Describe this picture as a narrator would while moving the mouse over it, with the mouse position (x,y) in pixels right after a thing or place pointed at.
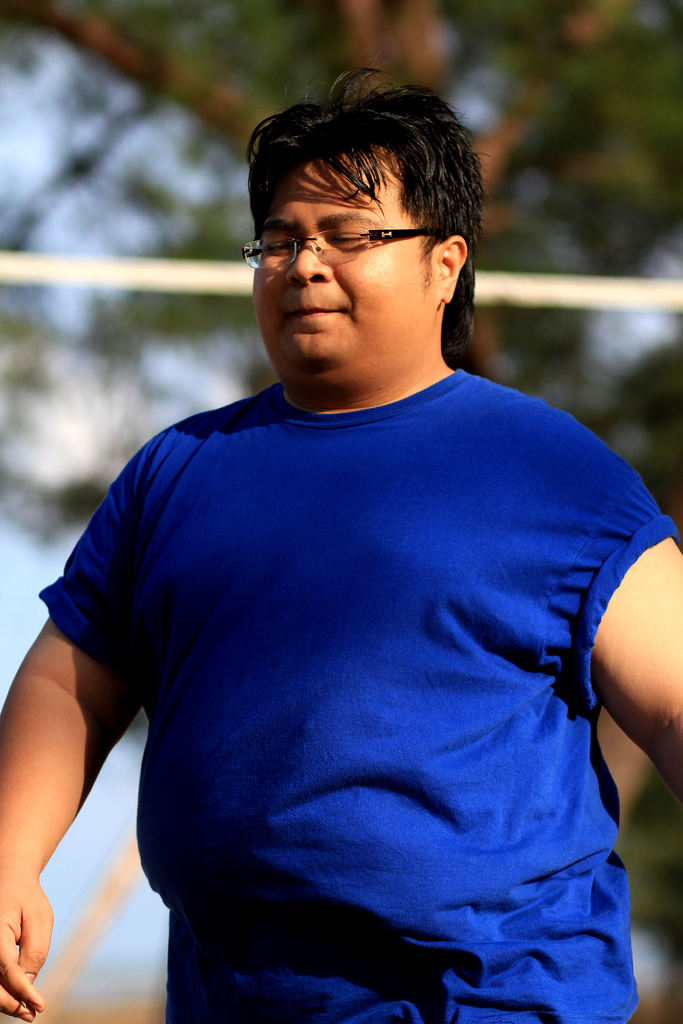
In this image we can see a man (472,705) wearing a blue shirt (413,820). In the background (545,128) there is a tree (625,128) and sky (42,566).
